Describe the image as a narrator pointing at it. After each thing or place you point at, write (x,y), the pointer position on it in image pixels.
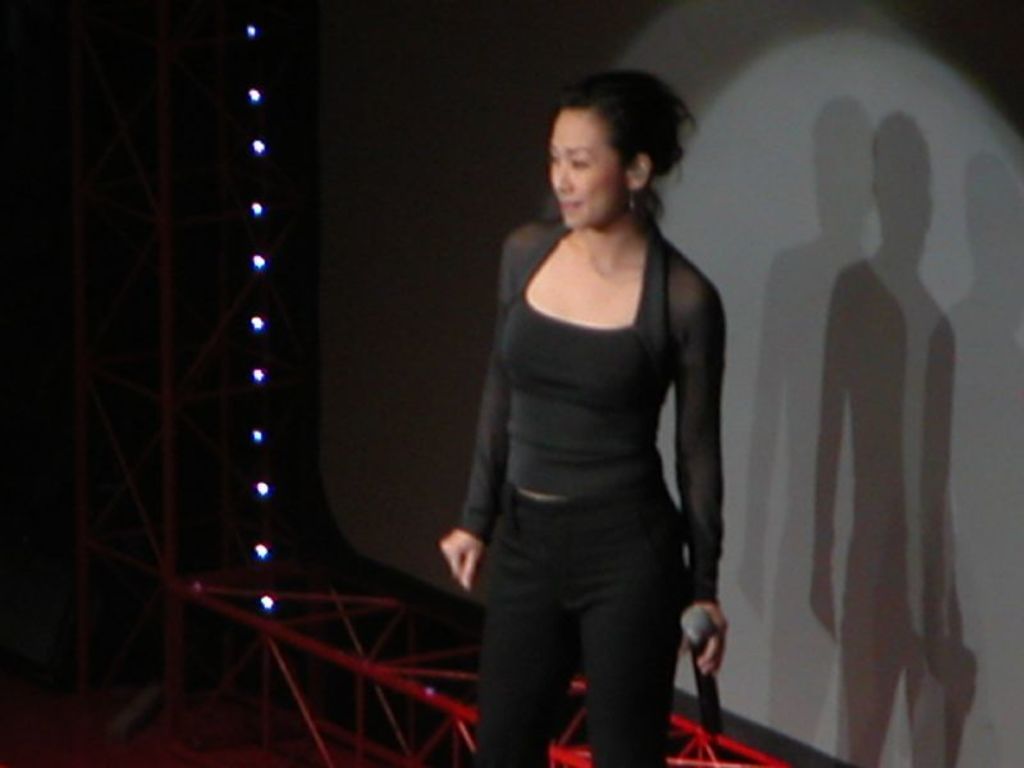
In the image there is a woman (645,457), she is wearing black dress (616,525) and she is holding a mic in her one of the hand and the shadow (779,574) of woman (541,403) is being reflected in the background (845,284), to her left side there are many lights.
